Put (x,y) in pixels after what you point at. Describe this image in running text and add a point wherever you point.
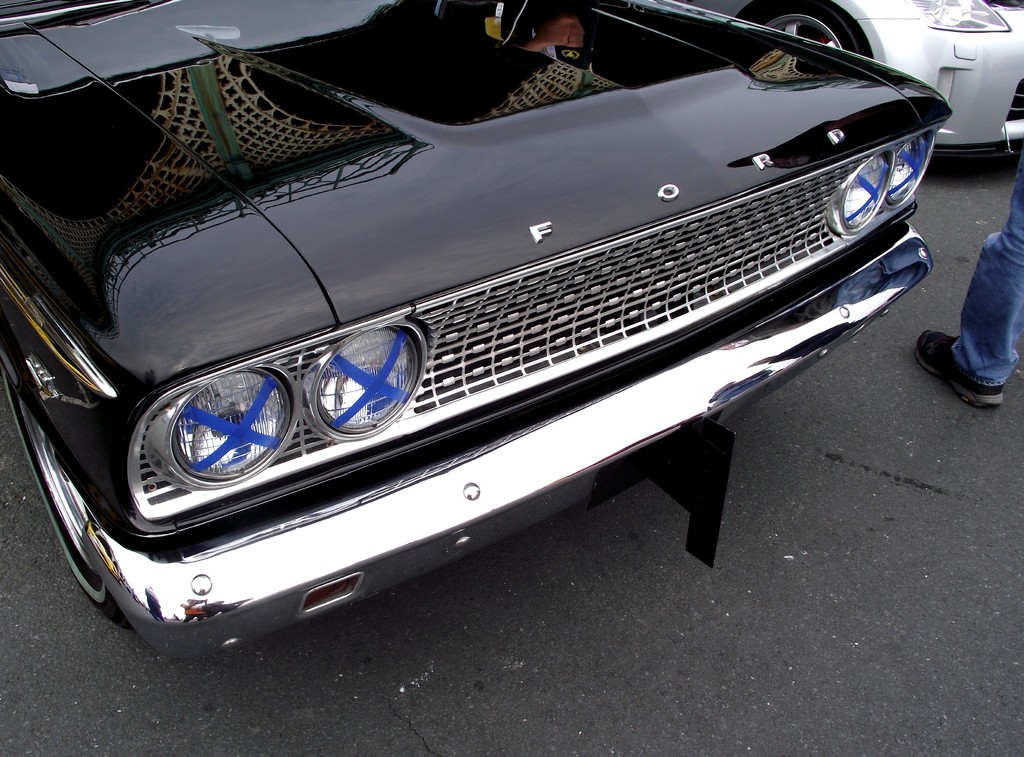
At the bottom of the image (607,632) there is a road (736,649). In the center (363,405) we can see cars (638,303) on the road (686,622). On the right (1007,269) we can see a person's leg (992,369).
